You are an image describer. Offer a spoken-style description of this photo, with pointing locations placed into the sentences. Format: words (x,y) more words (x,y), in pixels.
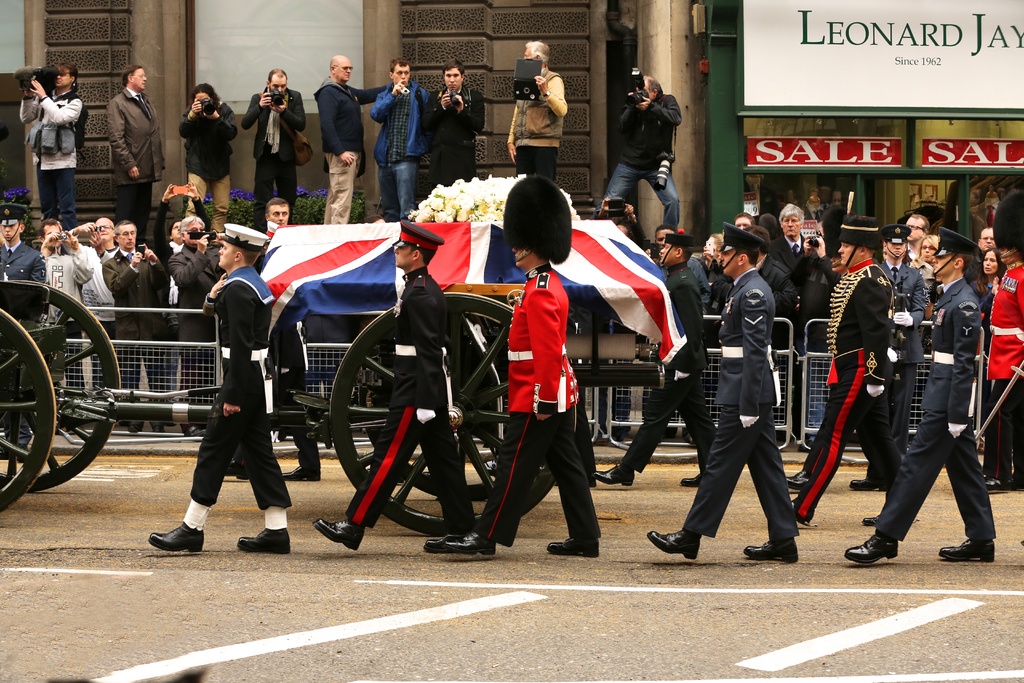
This picture is clicked outside. In the foreground (526,380) we can see the group of persons (265,349) wearing uniforms (731,340) and walking on the ground (137,533). In the center (393,331) we can see a vehicle (377,281) containing some objects (434,258), flag (496,242) and flowers (497,221). In the background (693,78) we can see the buildings (658,41) text (808,28) on the banners (890,152) and group of persons (476,123) holding some object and standing and we can see the metal rods (173,342), plants (308,216) and some other objects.
